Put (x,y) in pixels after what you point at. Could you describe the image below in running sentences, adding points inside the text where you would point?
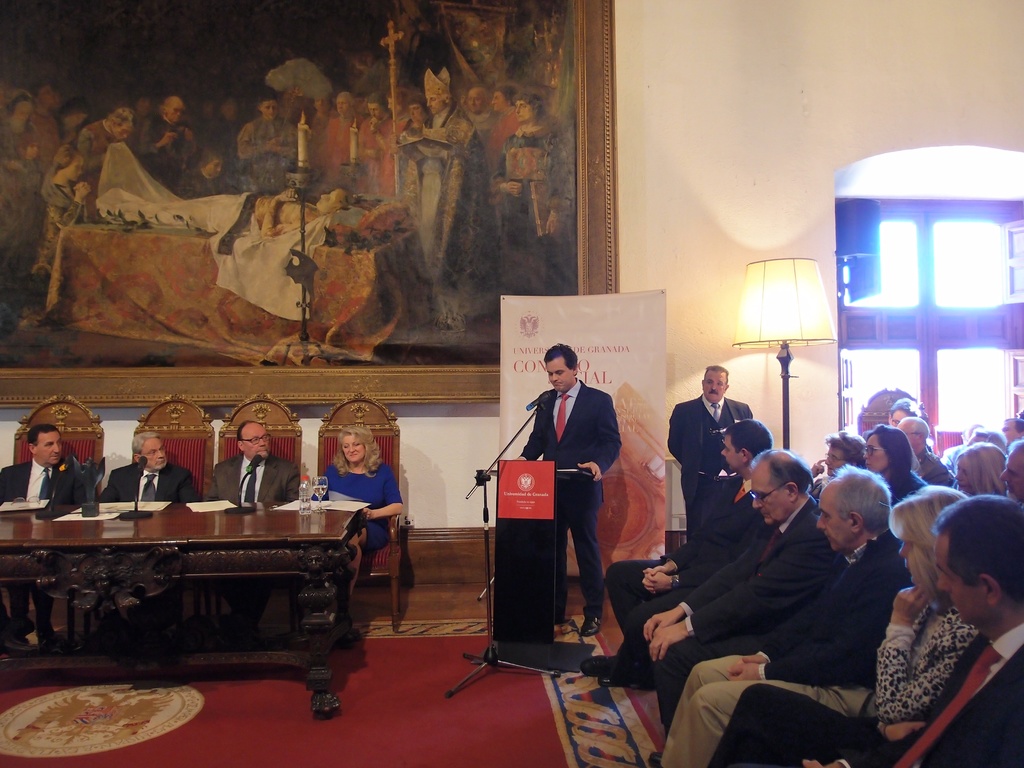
In this image we can see of people (18,492) sitting in chairs (392,469) in front of a table (244,535) on which group of microphone (237,511) a bottle (306,500), glass (321,504) and papers (342,510) are placed. to the right side (1010,630), we can see people (835,582) sitting in chairs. One person (801,513) is wearing spectacles (762,494) and coat (732,611). In the middle of the image (575,412) we can see a person (573,425) standing in front of a podium (529,598) with a microphone (545,394) placed on a stand (489,646). In the background (754,319), we can see a lamp (766,322), banner (621,454), photo frame (435,215) on the wall (766,56).
